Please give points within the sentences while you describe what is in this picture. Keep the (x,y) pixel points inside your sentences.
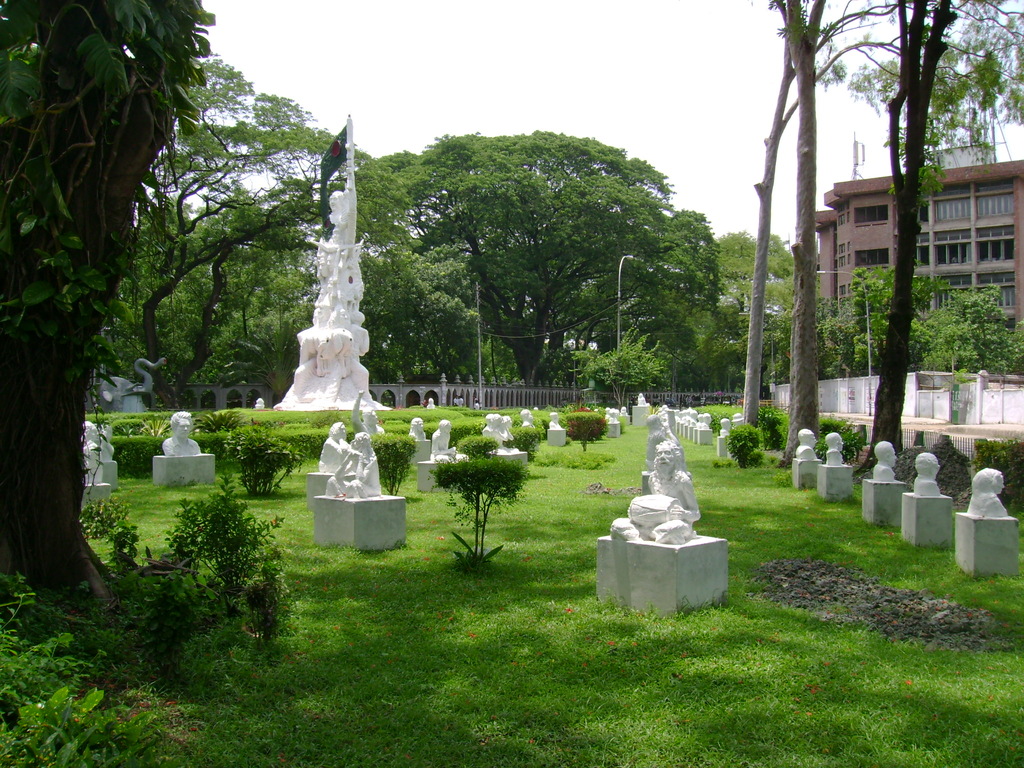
In this image, I can see the small sculptures (332,451) on the stone blocks (844,465). This is the grass (506,520). These are the plants (469,438) and bushes (249,433). This looks like a tree trunk (66,431). These are the trees (522,234). I think this is a wall (917,397). This is a sculpture (335,336) with a flag (326,169). This is the building (978,224) with windows (994,202).
